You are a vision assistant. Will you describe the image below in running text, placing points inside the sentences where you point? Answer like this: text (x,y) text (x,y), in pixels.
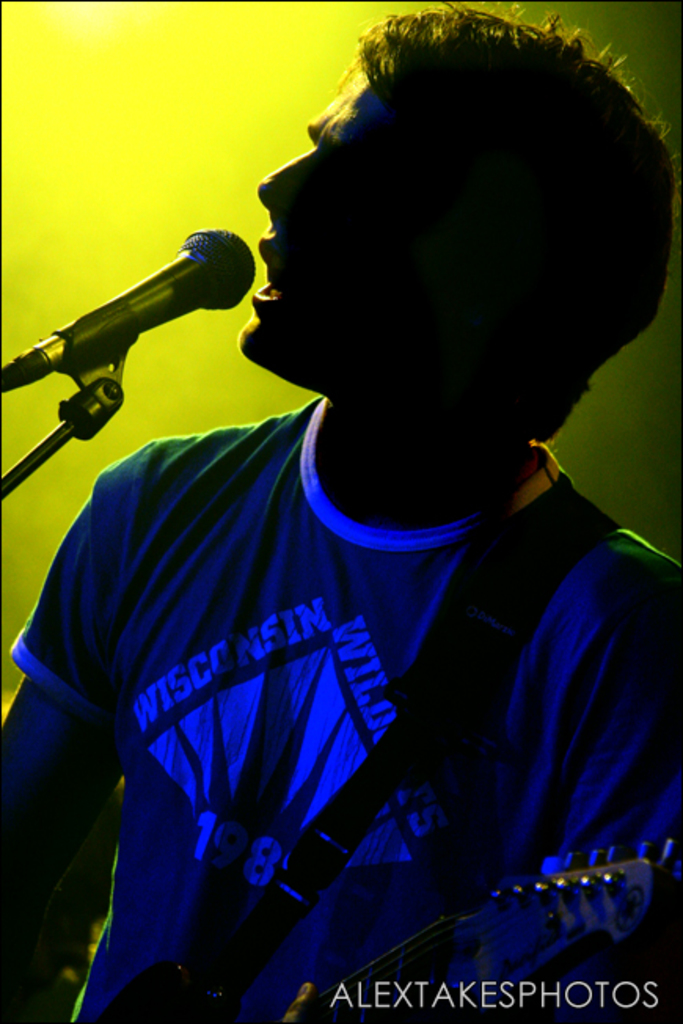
This picture shows a man (233,439) standing and singing with the help of a microphone (234,287) and we see a yellow colour background (295,116) on his back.
